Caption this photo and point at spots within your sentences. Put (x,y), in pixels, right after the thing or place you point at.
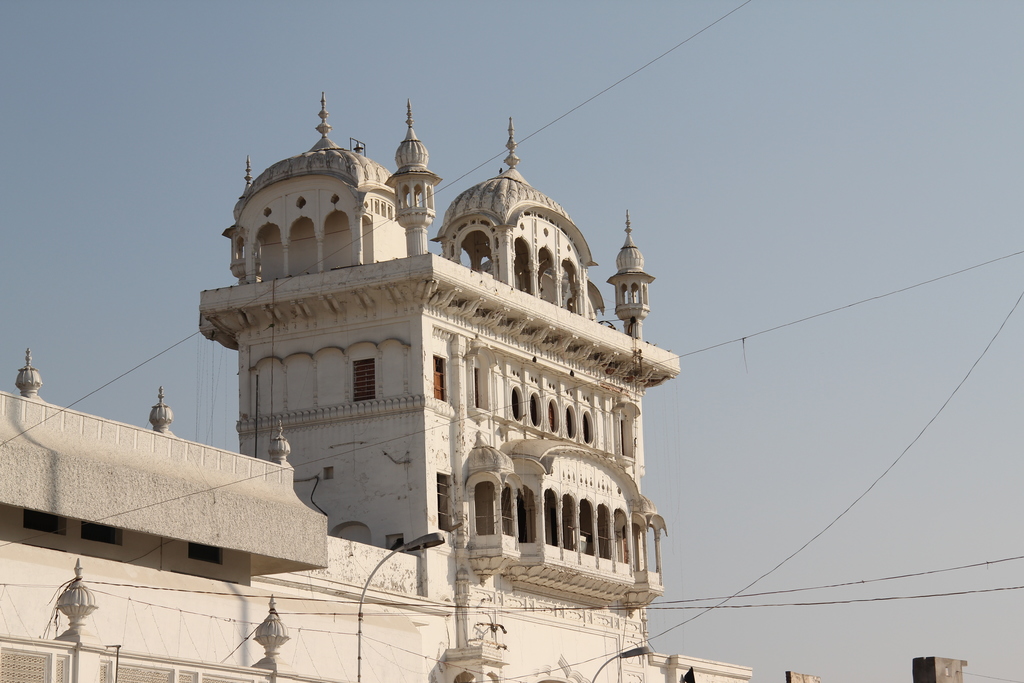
In this picture I can see at the bottom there are lamps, in the middle (564,308) there is a building (453,491). At the top (543,157) there is the sky (557,173).
